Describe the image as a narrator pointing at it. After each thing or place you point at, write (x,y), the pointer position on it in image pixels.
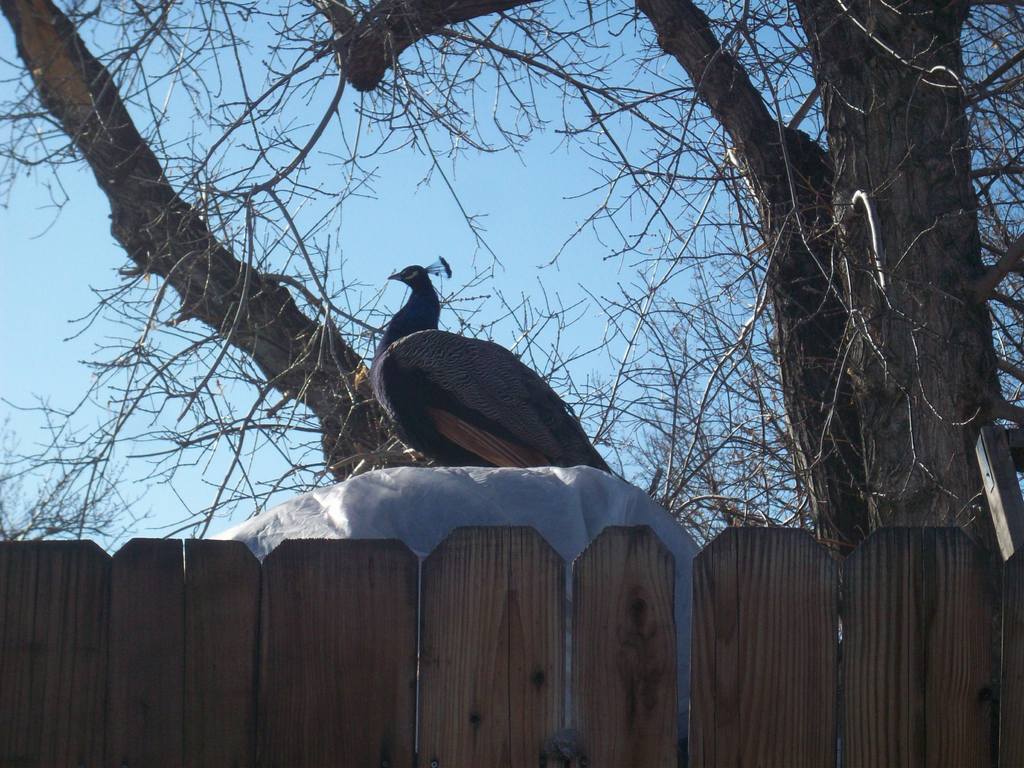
In this picture we can see a peacock (438,423), wooden fence (467,554), trees (391,459) and in the background (377,221) we can see the sky (125,279).
